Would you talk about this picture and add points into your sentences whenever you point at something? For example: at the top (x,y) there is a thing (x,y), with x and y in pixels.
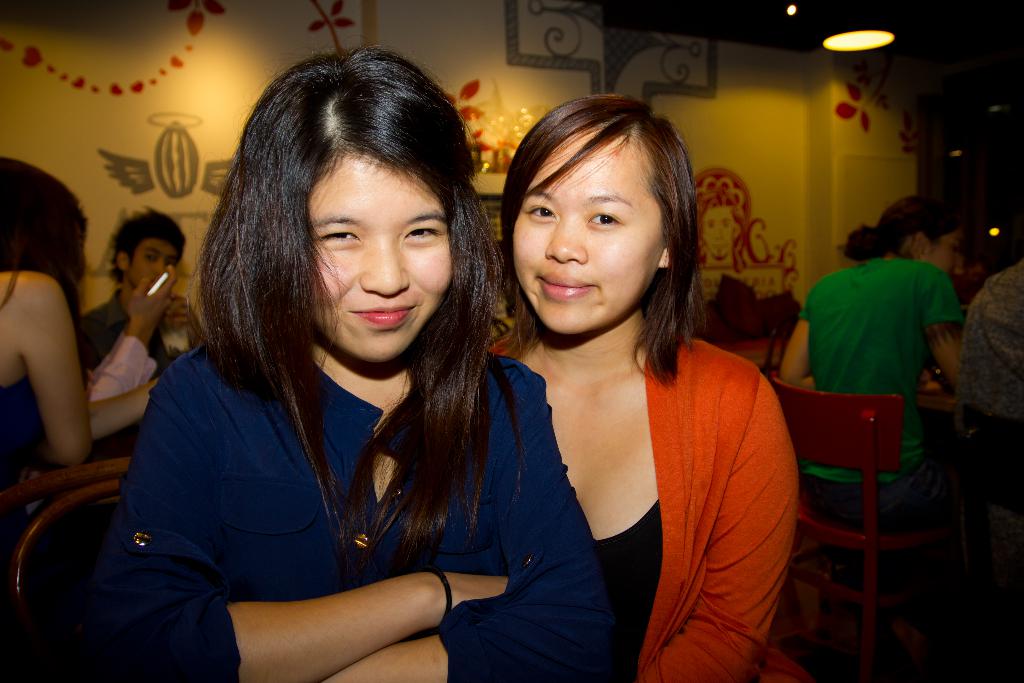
In this image I can see some people (586,396). I can see a chair (857,461). At the top (856,39) I can see the light (869,36).
